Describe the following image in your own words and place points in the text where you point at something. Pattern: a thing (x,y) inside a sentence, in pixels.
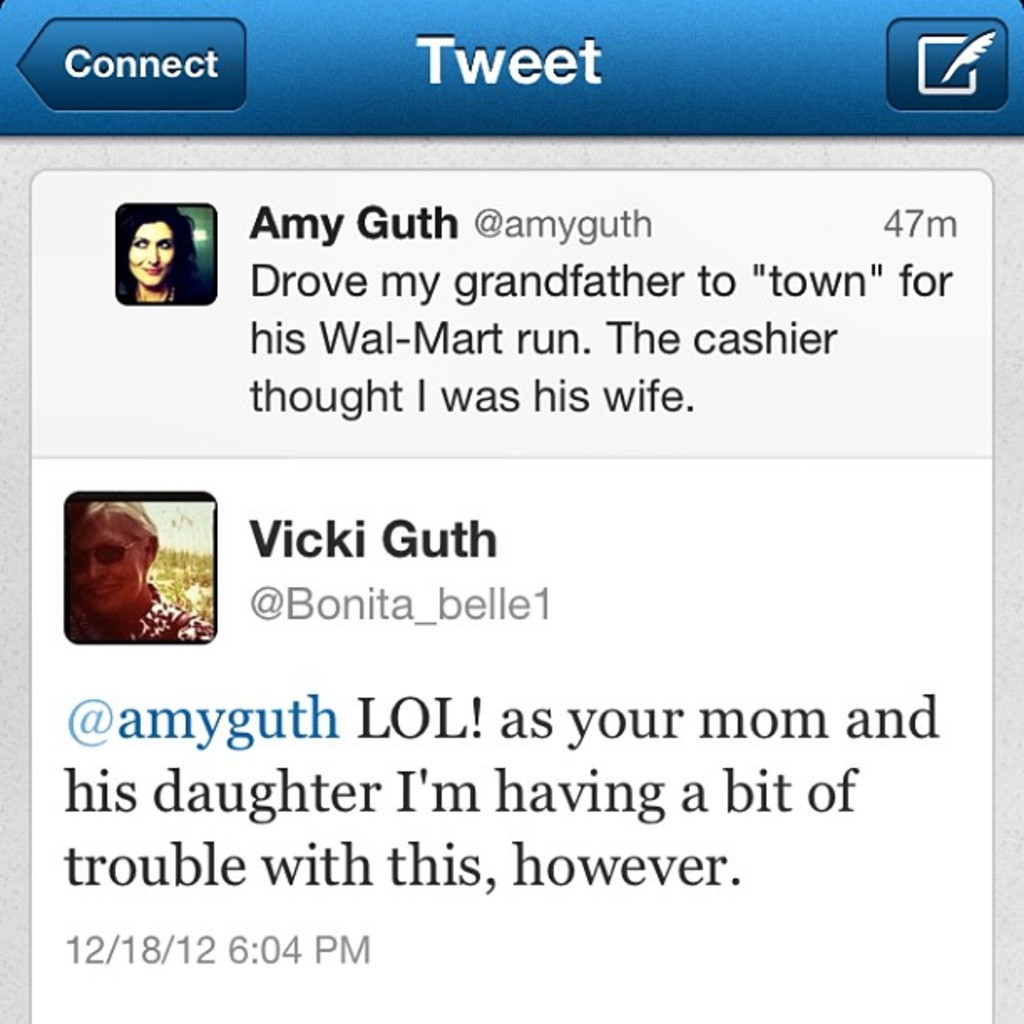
This is a screenshot. In this image there is some text (358,331), beside the text (274,287) there are small images (155,289) of people (126,276).
